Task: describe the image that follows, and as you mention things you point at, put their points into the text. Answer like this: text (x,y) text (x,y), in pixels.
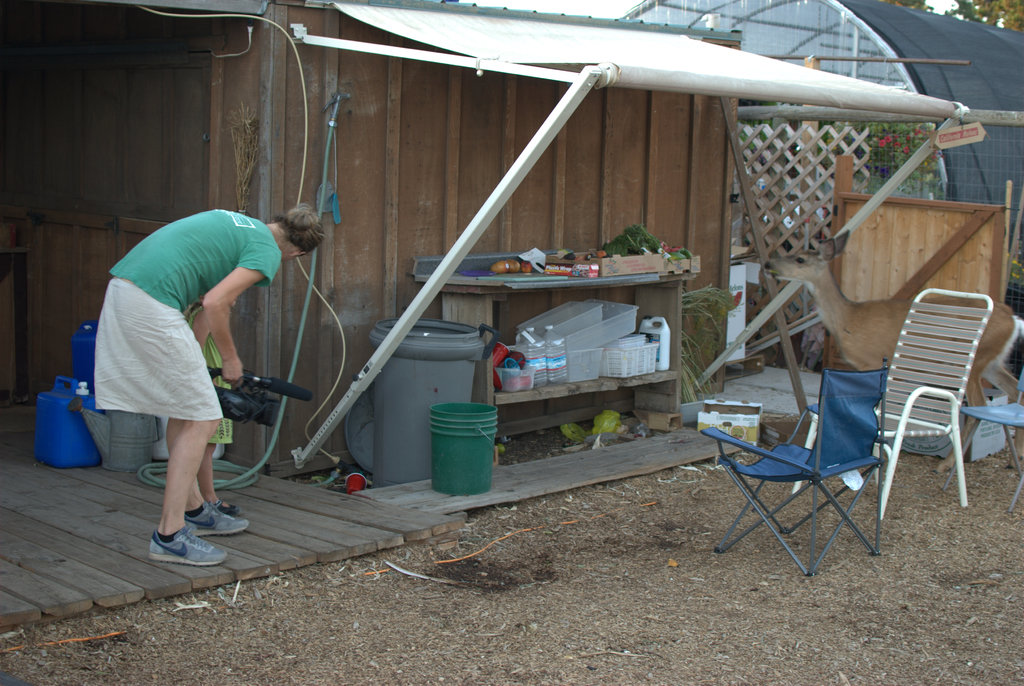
In this image i can see a person (248,274) standing and holding a camera (263,396) at the right (791,435) i can see three chairs (897,407) at the back ground (644,395) i can see few vegetables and crates (615,357) on a table (588,393) a wall (578,191) and a shed (626,97).
